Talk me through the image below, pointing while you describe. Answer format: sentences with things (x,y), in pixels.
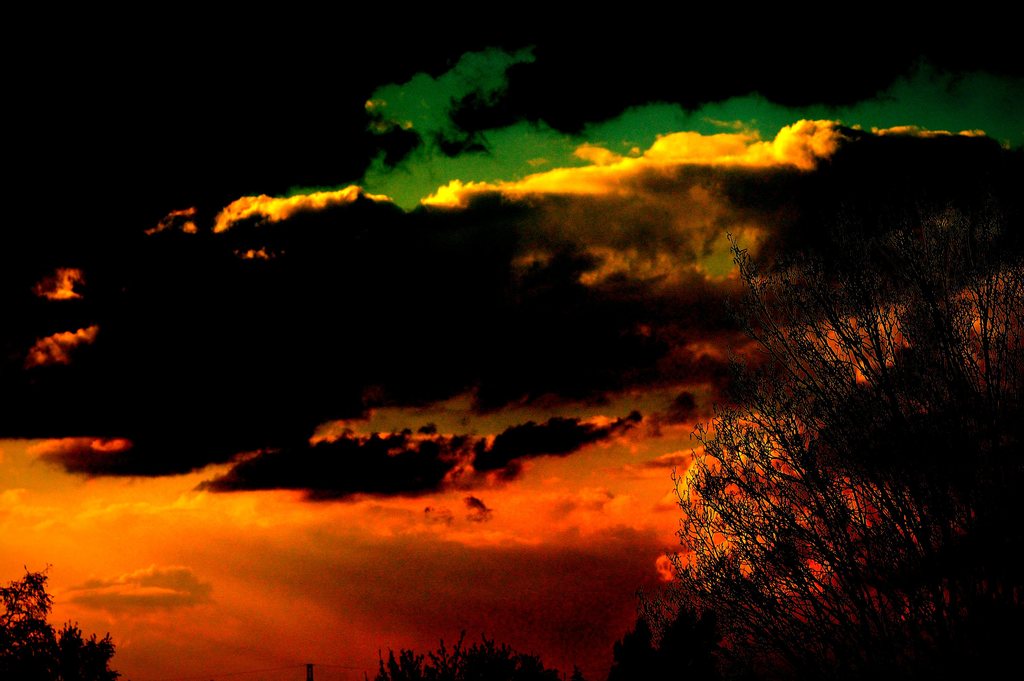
In the picture we can see some plants (113,680) and behind it we can see the sky (162,530) with clouds (157,519) which are red, yellow, green and black in color.
